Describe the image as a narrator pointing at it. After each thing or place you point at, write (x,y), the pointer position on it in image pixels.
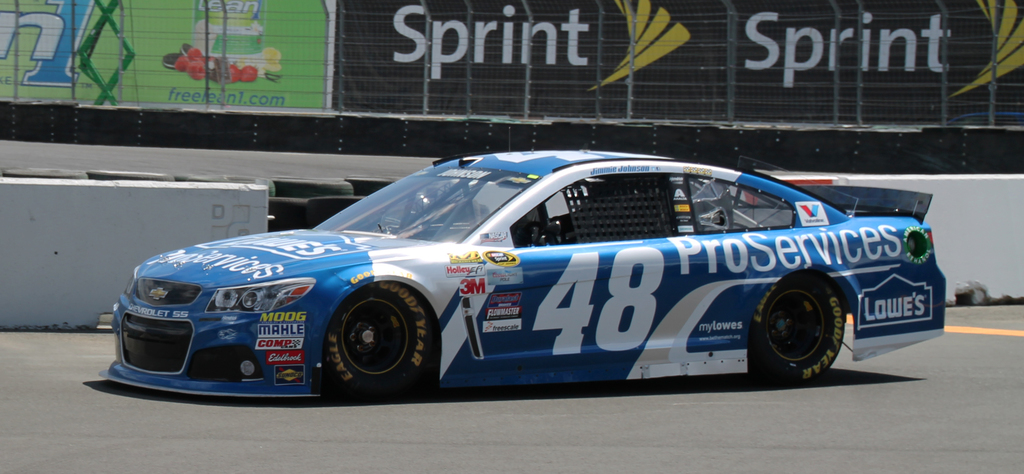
In this image we can see a car (377,217) with the text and also numbers (646,276). We can also see the road (255,154), barrier (216,199), fence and behind the fence (510,74) we can see the text boards (648,57).
